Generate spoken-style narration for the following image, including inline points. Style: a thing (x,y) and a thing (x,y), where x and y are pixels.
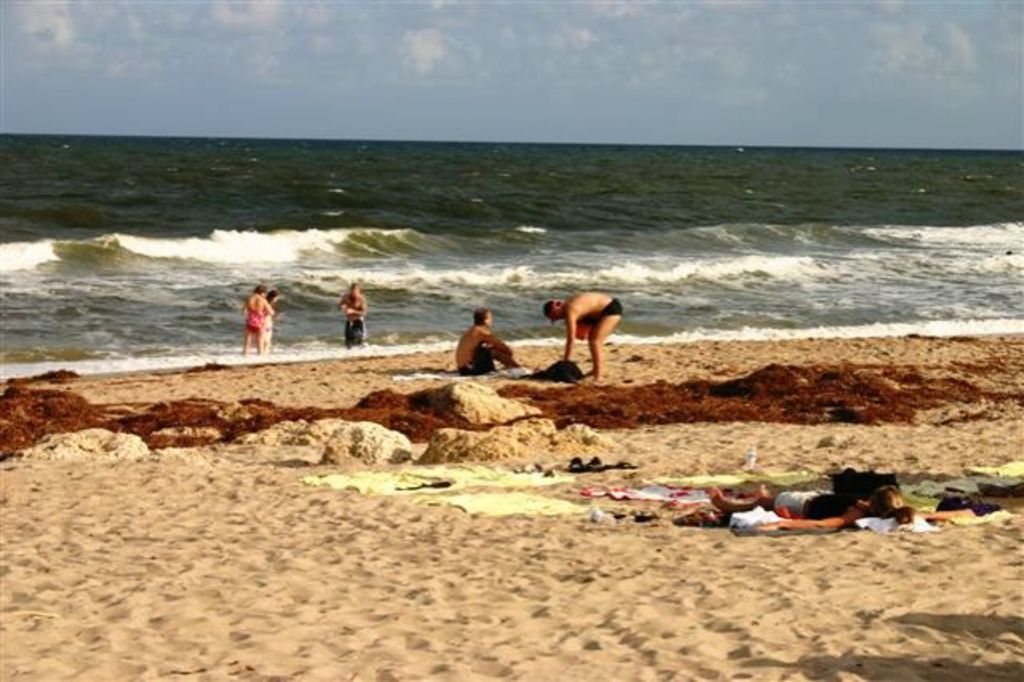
At the bottom of the image (262,647) we can see sand (954,670). In the middle of the image (352,338) we can see some people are standing, sitting, lying and we can see some clothes (979,484), bottles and footwear (594,466). Behind them we can see water (296,164). At the top of the image (27,87) we can see some clouds (283,66) in the sky (651,25).
